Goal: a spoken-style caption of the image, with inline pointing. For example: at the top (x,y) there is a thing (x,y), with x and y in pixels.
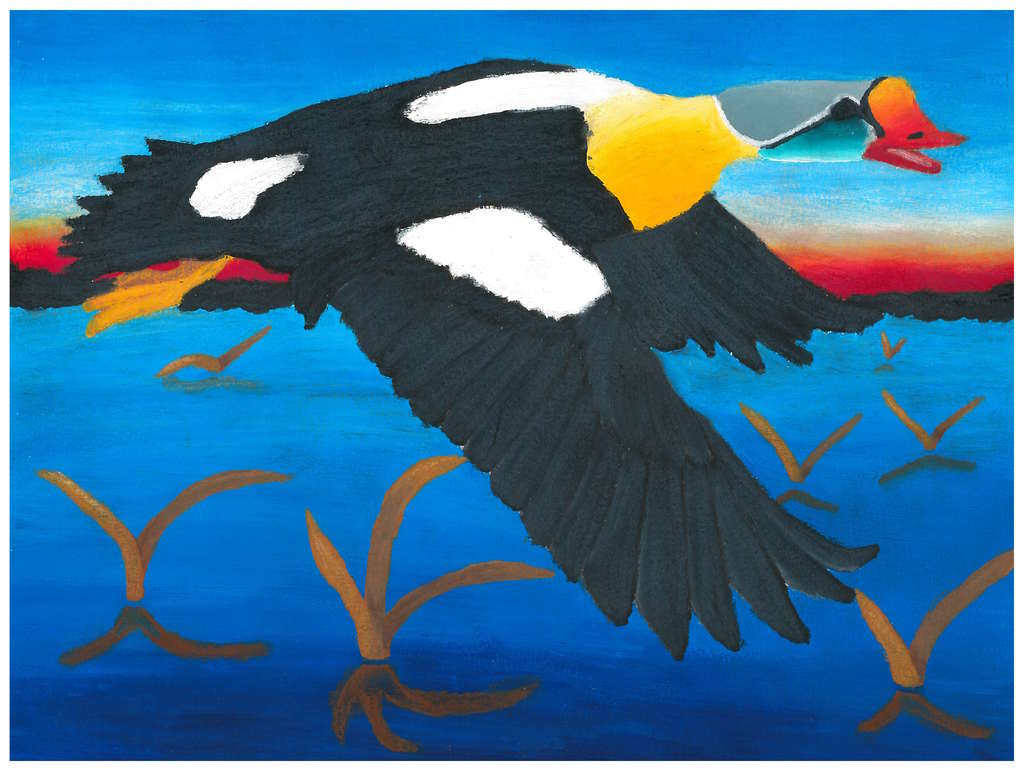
In this image we can see the painting (550,528) of a bird (541,532). We can also see a water body (817,478) and the sky (877,196).
